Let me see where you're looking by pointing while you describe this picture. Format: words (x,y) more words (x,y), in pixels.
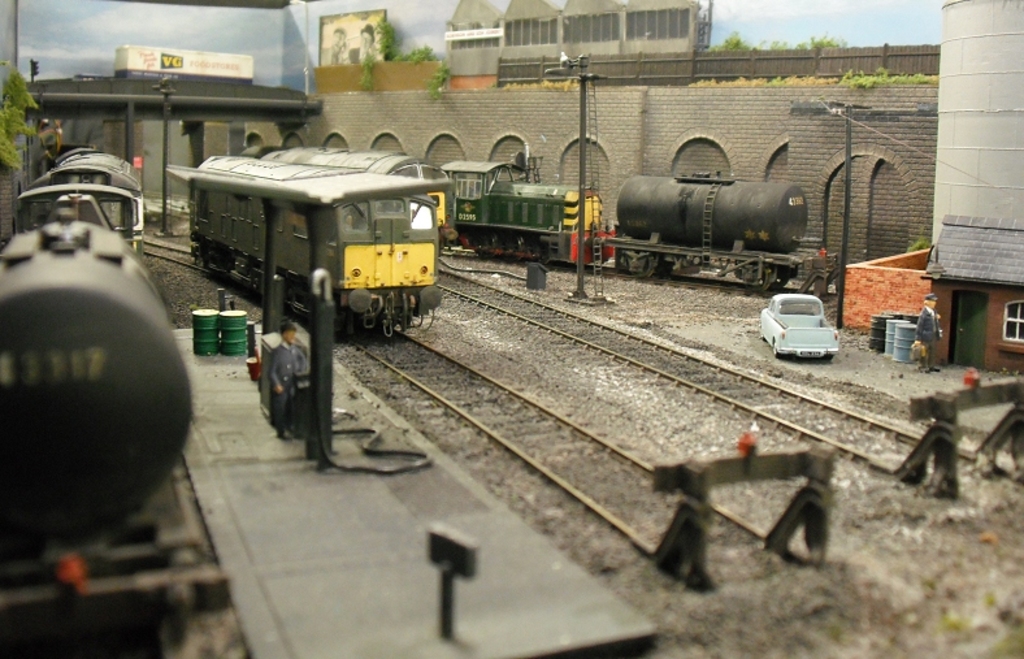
This is a edited image. In this image, on the left side (106,274), we can see a toy train (149,411) which is placed on the railway track (159,615). In the middle of the image (402,266), we can also see another train (423,299) which is placed on the railway track (512,459). On the left side (286,360), we can see a toy person (284,343) is standing, we can also see two water drums (244,352) and a black color pipe (404,455). On the right side (960,262), we can see a building (969,317), door (964,313), train (768,234) and a vehicle (804,353) which is placed on the land (851,352). In the background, we can see some buildings (501,39), hoardings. At the bottom (676,503), we can see a railway track (493,404) with some stones (613,390).
